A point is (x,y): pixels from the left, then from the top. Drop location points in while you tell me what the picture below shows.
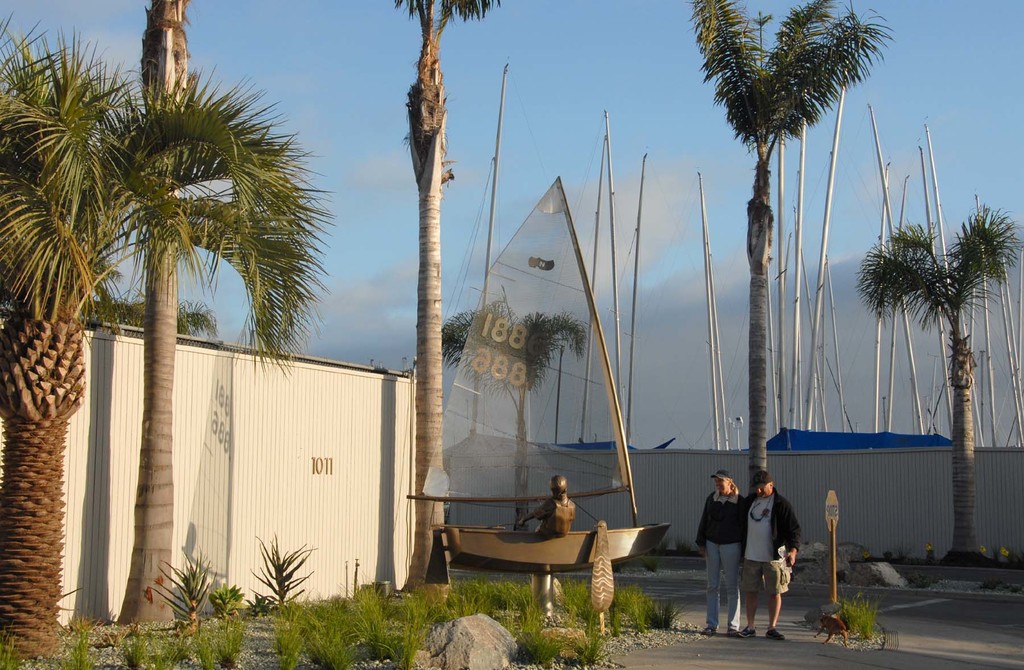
In this image there is a depiction (561,517) in the bottom of this image (550,523) and there are two persons (713,568) standing on the right side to this, and there are some shelters (822,525) in the background (283,484), and there are some trees (264,336) as we can see in the bottom of this image (520,463), and there is a sky (333,108) on the top of this image (539,122).
